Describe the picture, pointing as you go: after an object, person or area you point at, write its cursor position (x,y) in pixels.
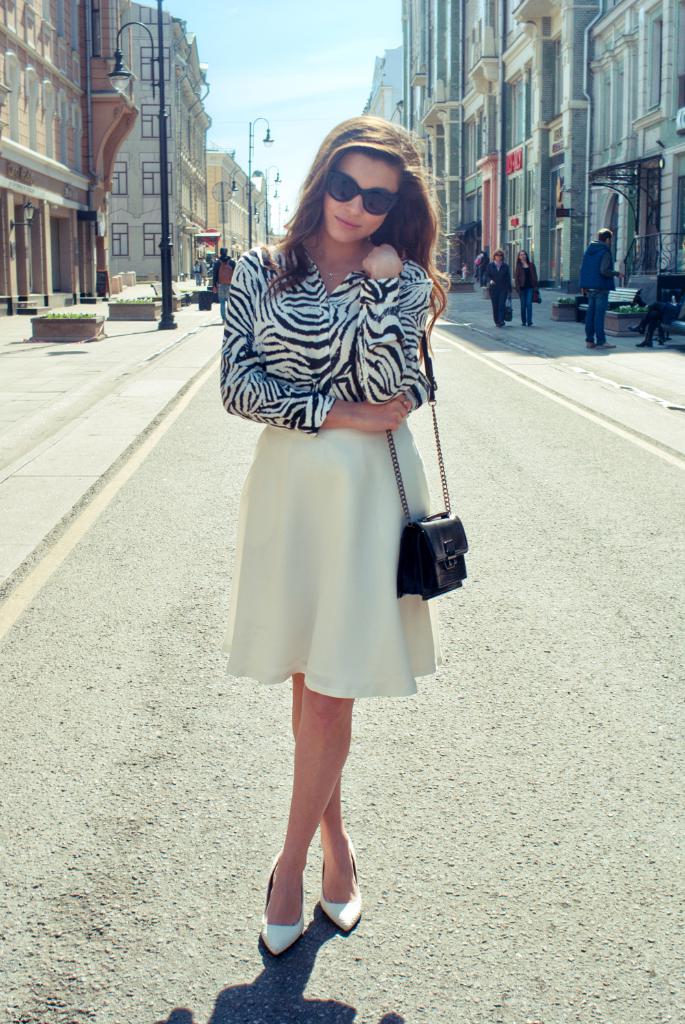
In this picture we can see a woman (327,371) standing here, she is carrying a hand bag (446,556), in the background (497,271) there are some people (503,281) walking here, on the right side (533,93) and left side (97,91) we can see some buildings (105,93), in the background (237,188) there are some poles (166,140) and lights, we can see sky (320,41) at the top of the picture (330,22).
